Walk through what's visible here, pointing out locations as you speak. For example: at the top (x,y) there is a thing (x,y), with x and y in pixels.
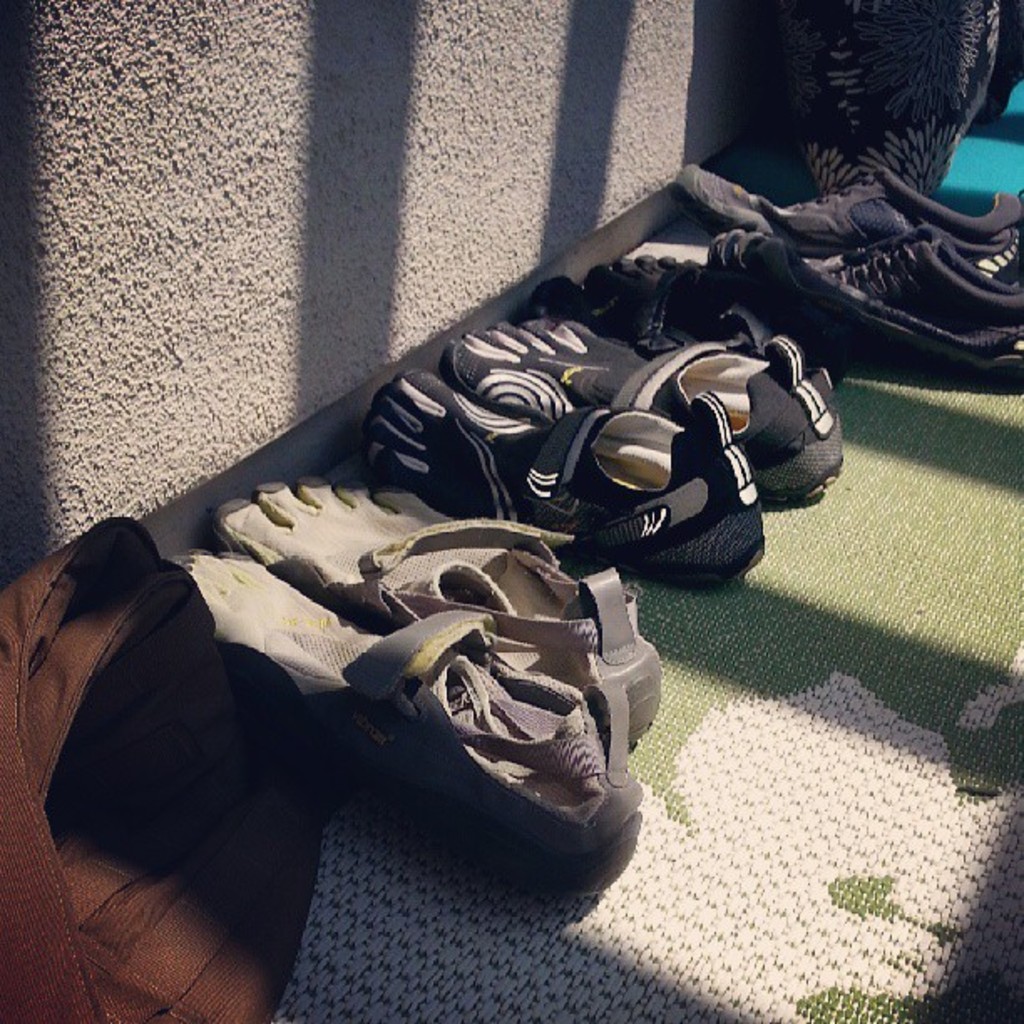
There is a bag (208,847) and shoes (597,362) arranged on a mat (733,659). In the background (435,65), there is white wall (251,90).
